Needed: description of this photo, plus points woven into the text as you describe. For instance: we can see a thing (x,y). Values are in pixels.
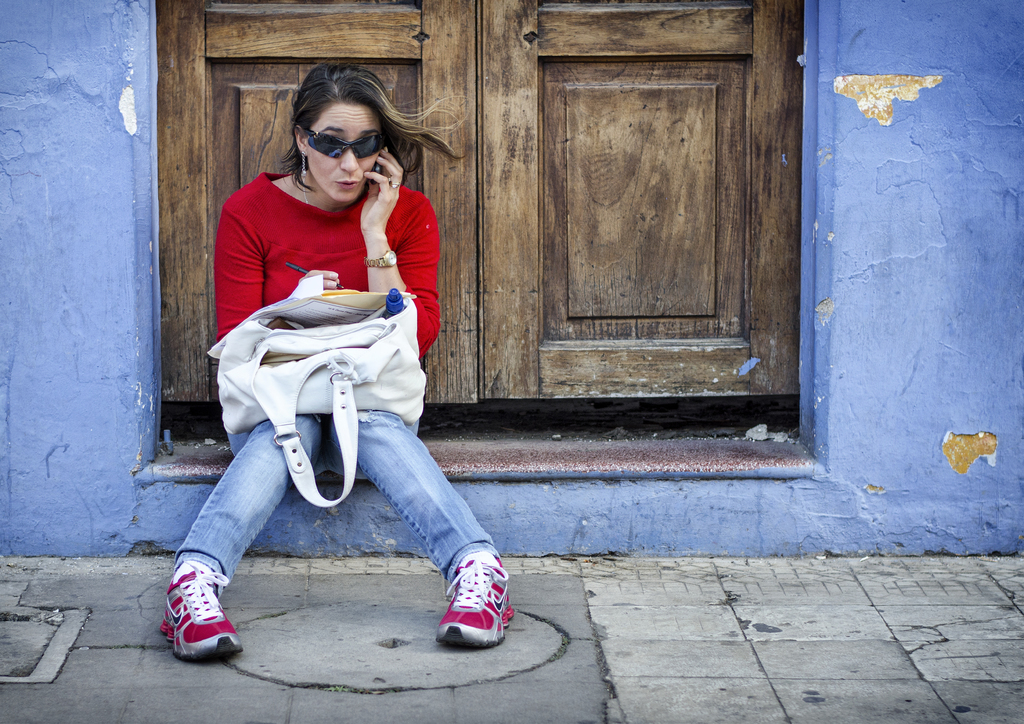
This image is taken outdoors. At the bottom of the image (234,685) there is a floor (330,610). In the background (885,374) there is a wall (849,250) with a door (524,199). In the middle of the image (388,243) a woman (304,428) is sitting on the step (214,467) and she is talking on the phone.
